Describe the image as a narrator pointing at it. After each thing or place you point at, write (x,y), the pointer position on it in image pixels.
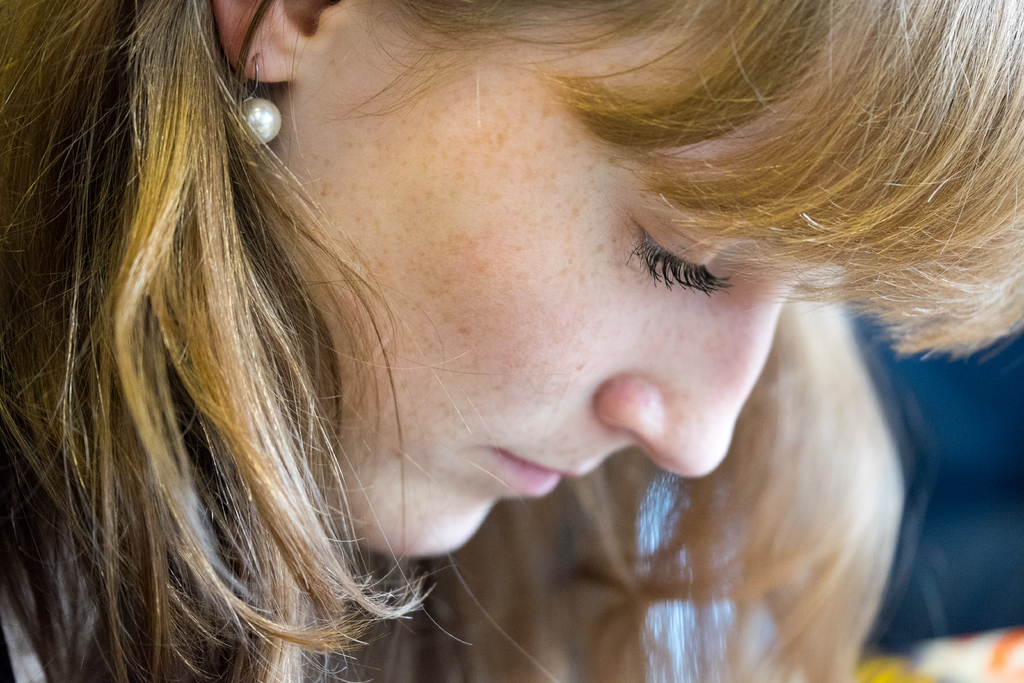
In this image a woman (489,228) is looking at the down side.
